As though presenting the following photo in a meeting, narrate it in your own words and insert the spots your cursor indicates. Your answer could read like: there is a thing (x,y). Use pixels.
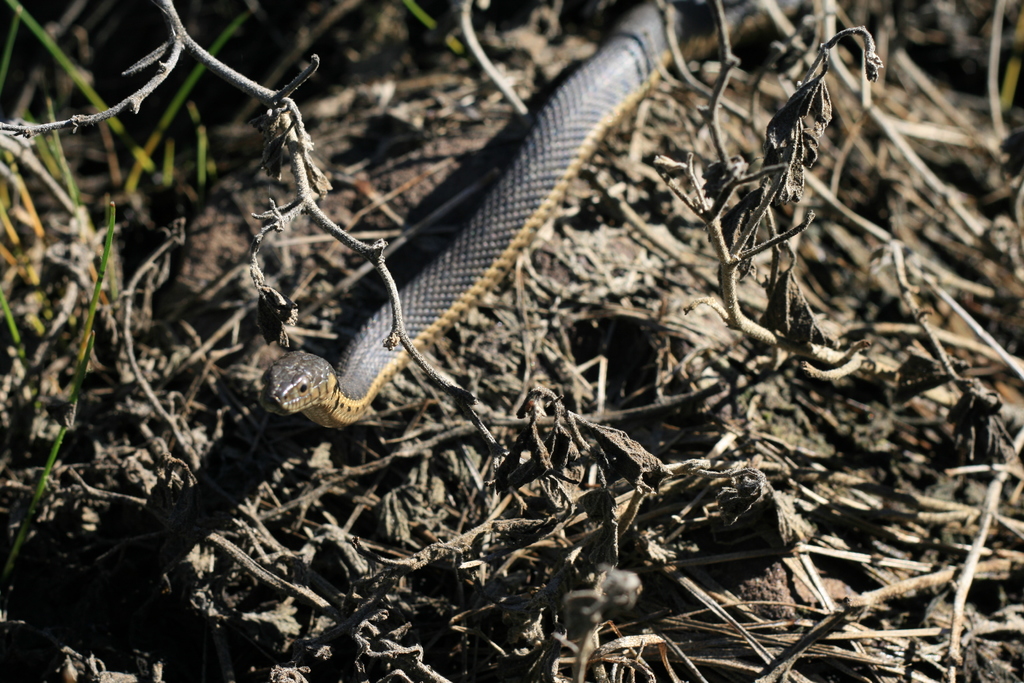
In this image I can see a snake (444,290) which is black and cream in color on the ground (327,355). I can see some grass (373,209) on the ground (613,379) which is green and brown in color.
